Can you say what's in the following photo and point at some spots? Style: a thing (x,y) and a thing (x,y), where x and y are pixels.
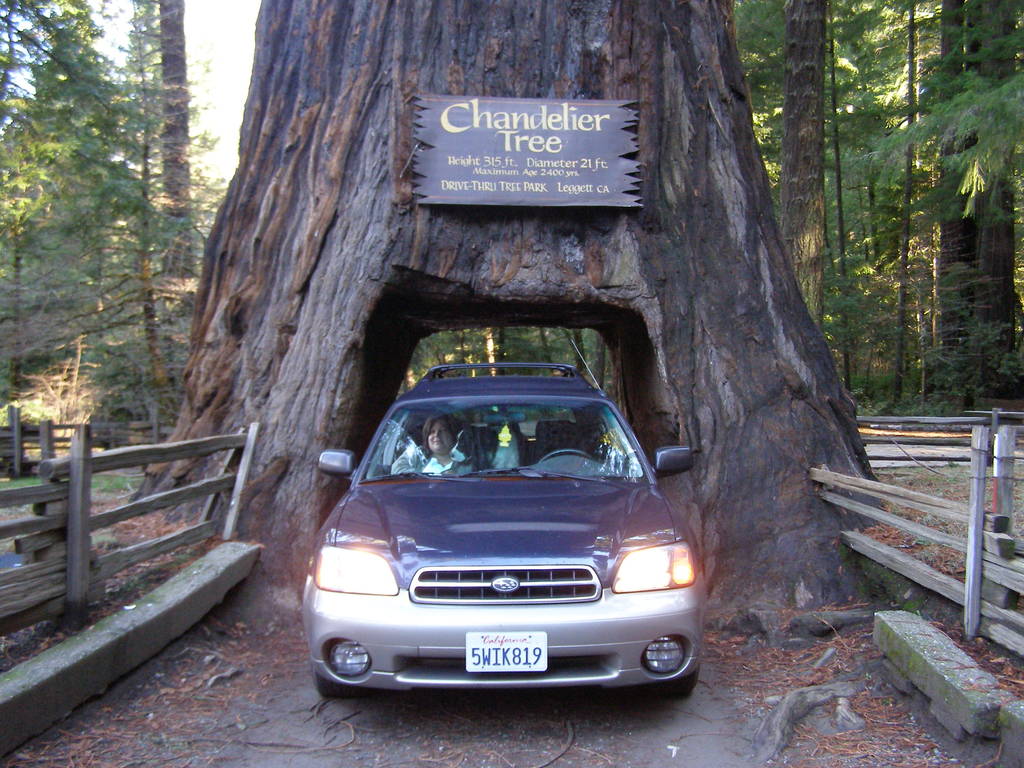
In this image we can see a person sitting in the car (599,507) is moving on the road (608,716) which is coming from the tree trunk (782,384) where we can see a board (637,189), we can see wooden fence (66,559), trees (154,290) and the sky (239,57) in the background (988,220).
